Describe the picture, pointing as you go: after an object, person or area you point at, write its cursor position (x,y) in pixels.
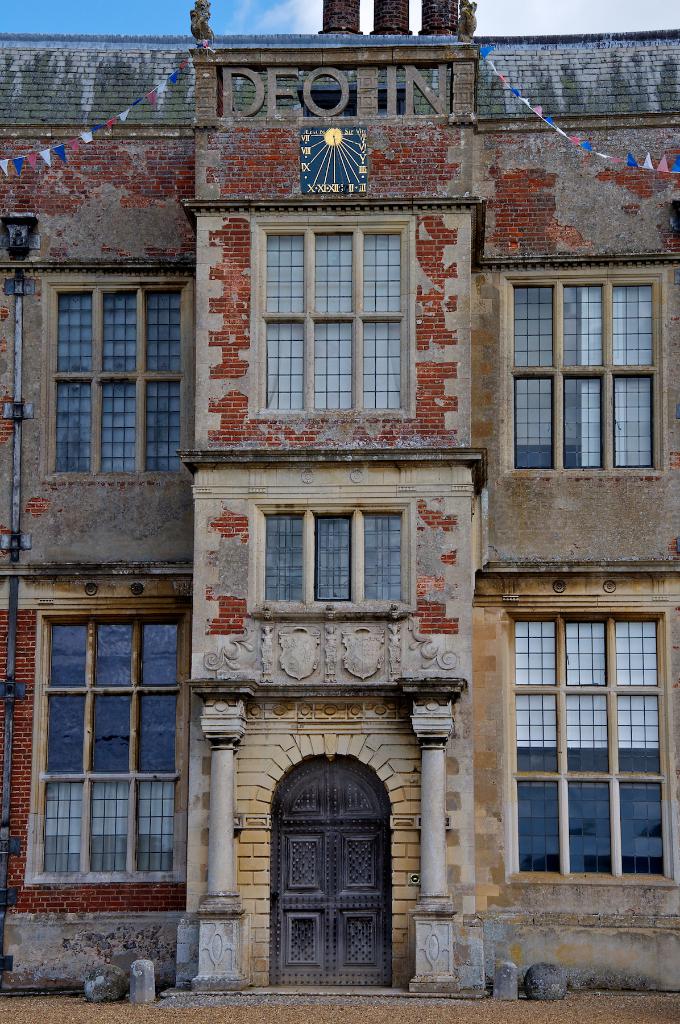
In this image I can see there is a building (409,690) with glass windows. At the top (152,10) it is the sky (152,12).
